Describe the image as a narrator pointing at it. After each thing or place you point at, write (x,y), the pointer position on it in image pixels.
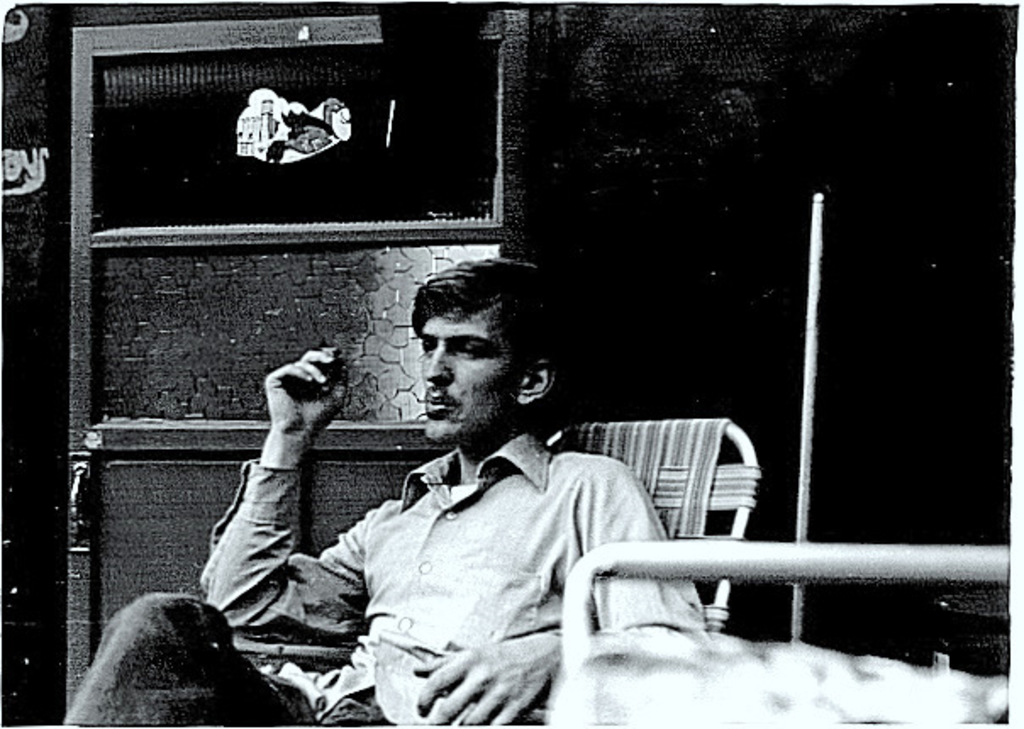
In this image we can see a person (442,569) wearing shirt (256,599) and pant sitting on chair (679,513) and in the background of the image (30,59) there is a wall (1013,69) and door (169,569).
